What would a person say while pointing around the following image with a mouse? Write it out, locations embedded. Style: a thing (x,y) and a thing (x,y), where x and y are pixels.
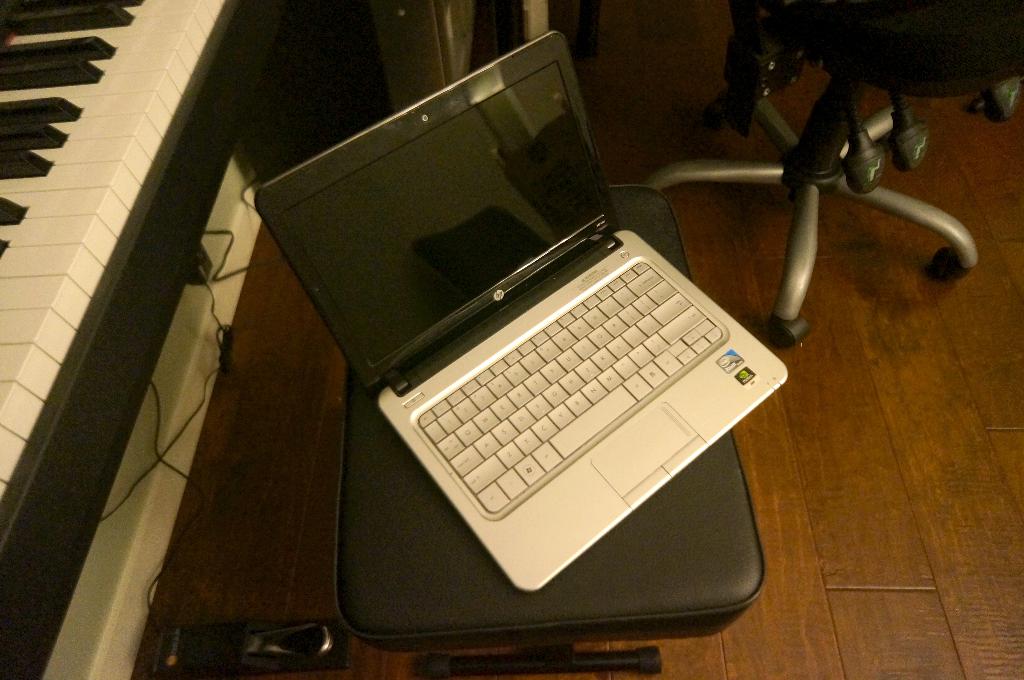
In this picture we can see a laptop (519,433) which is placed on a chair (647,555), on the left side of the picture (60,311) we can see a Piano keyboard (74,213), on the right top corner of the image (730,66) we can see a chair (851,101).
